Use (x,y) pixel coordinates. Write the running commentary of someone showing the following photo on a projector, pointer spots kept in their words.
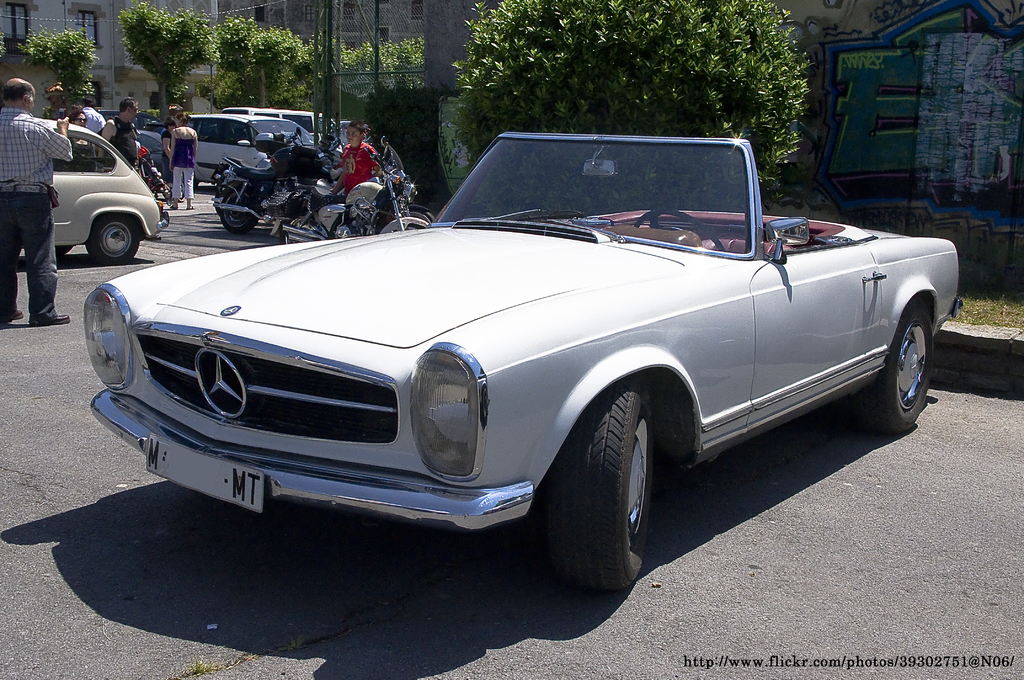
In this image I can see fleets of vehicles (333,297) and a group of people (114,131) on the road (16,350). In the background (268,99) I can see trees (304,81), light poles (330,111) and buildings (196,99). This image is taken may be on the road (896,502).
